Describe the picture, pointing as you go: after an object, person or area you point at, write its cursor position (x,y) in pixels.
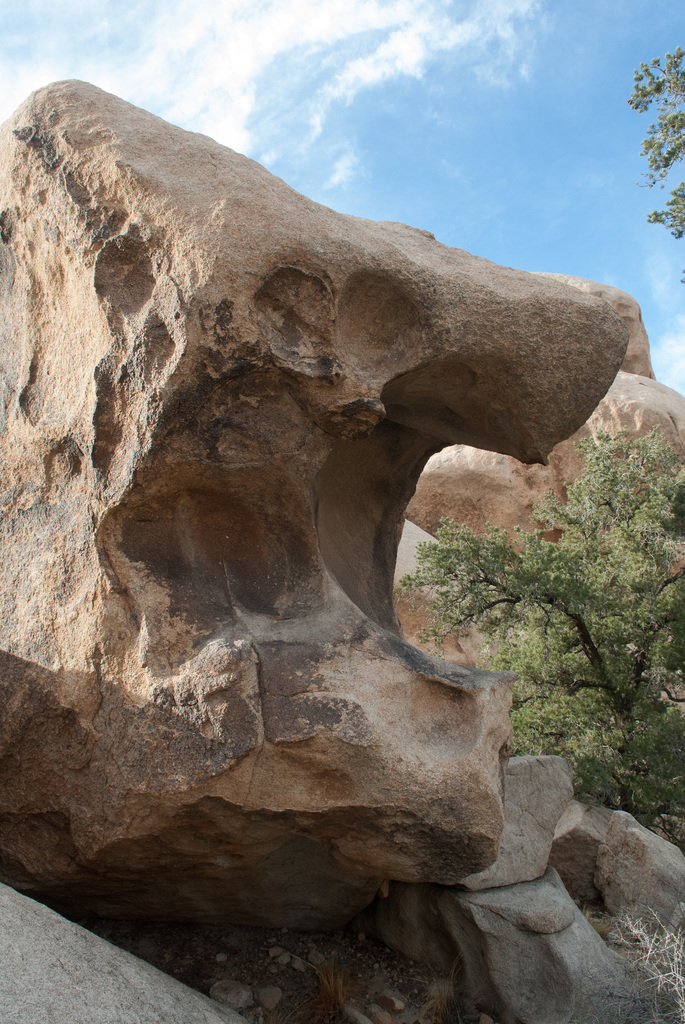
In this image there are rocks (494,447), trees (654,514). In the background of the image (448,53) there is sky (406,47).
